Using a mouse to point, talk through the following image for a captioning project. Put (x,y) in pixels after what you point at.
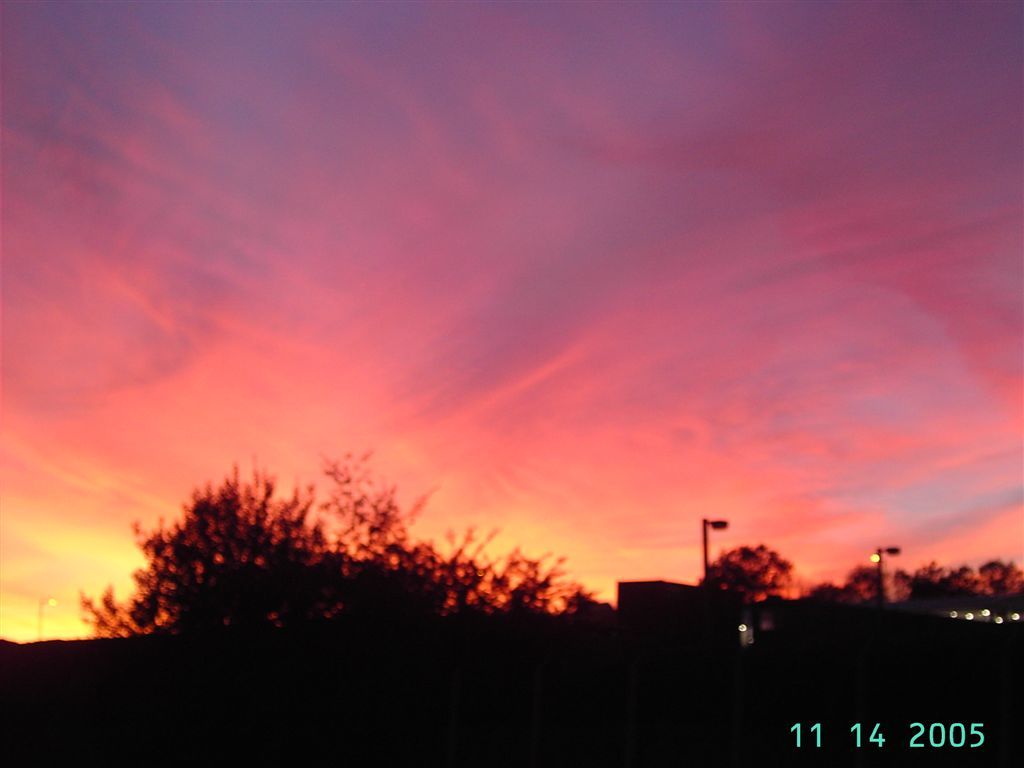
In this image, there are some trees (401,621), at the right side (881,580) there two street lights (705,567), at the top (594,193) there is a sky (466,223), at the right side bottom corner there are some numbers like 11 14 2005.
